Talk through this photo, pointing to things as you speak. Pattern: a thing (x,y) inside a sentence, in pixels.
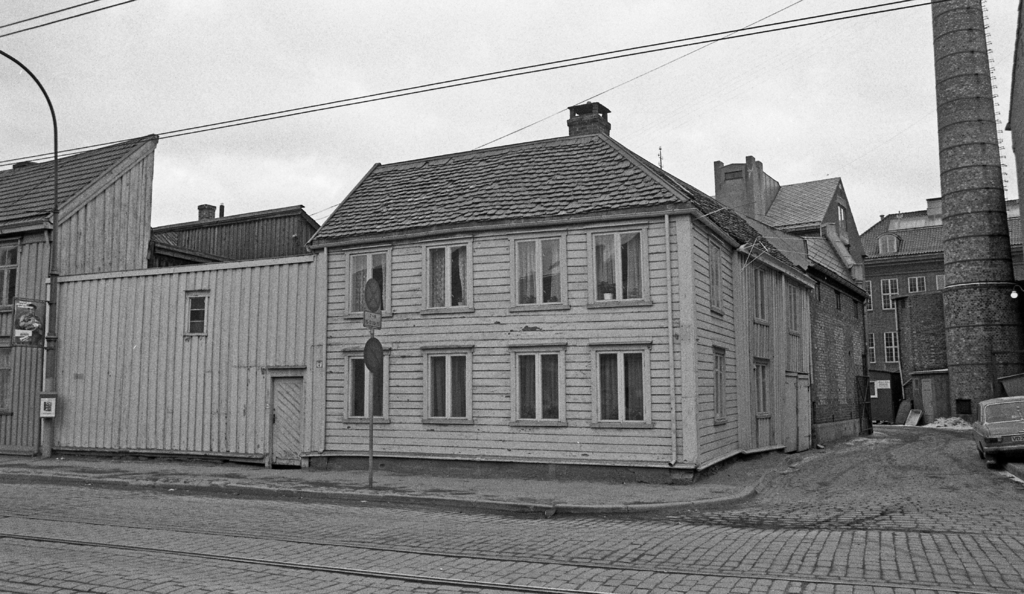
This picture consists of a black and white picture in the image, in which there are houses (739,298) and poles (372,437) in the image.
